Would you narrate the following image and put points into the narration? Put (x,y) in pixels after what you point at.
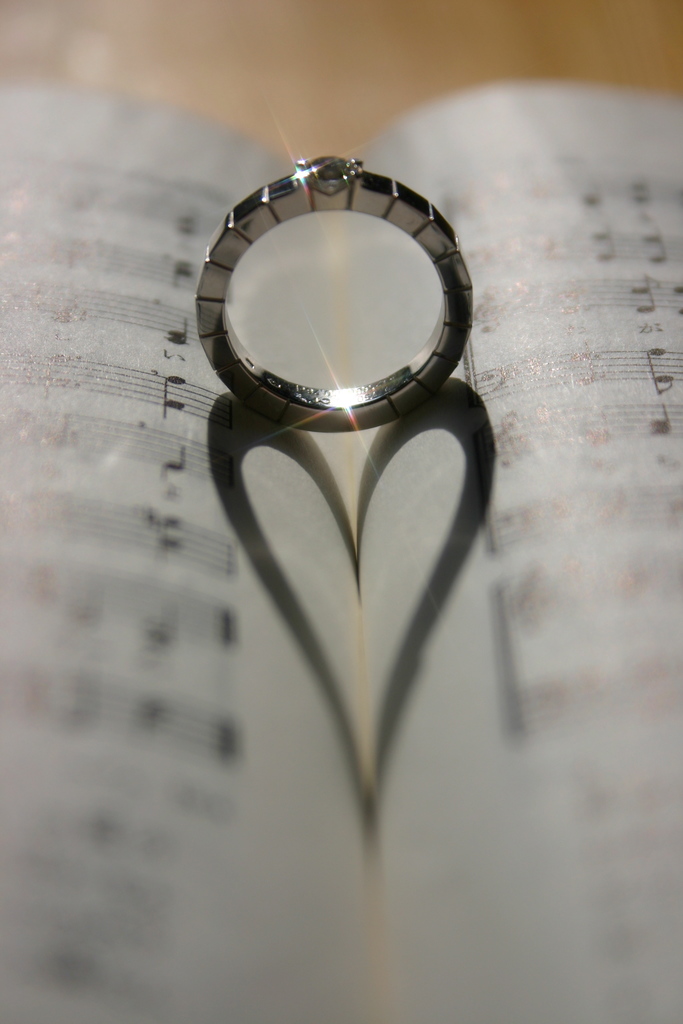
In this image, we can see a book (598,667), in the middle of the book (223,400), we can see a ring (375,202), we can see the shadow (479,455) of the ring (358,177) on the book (287,569).
